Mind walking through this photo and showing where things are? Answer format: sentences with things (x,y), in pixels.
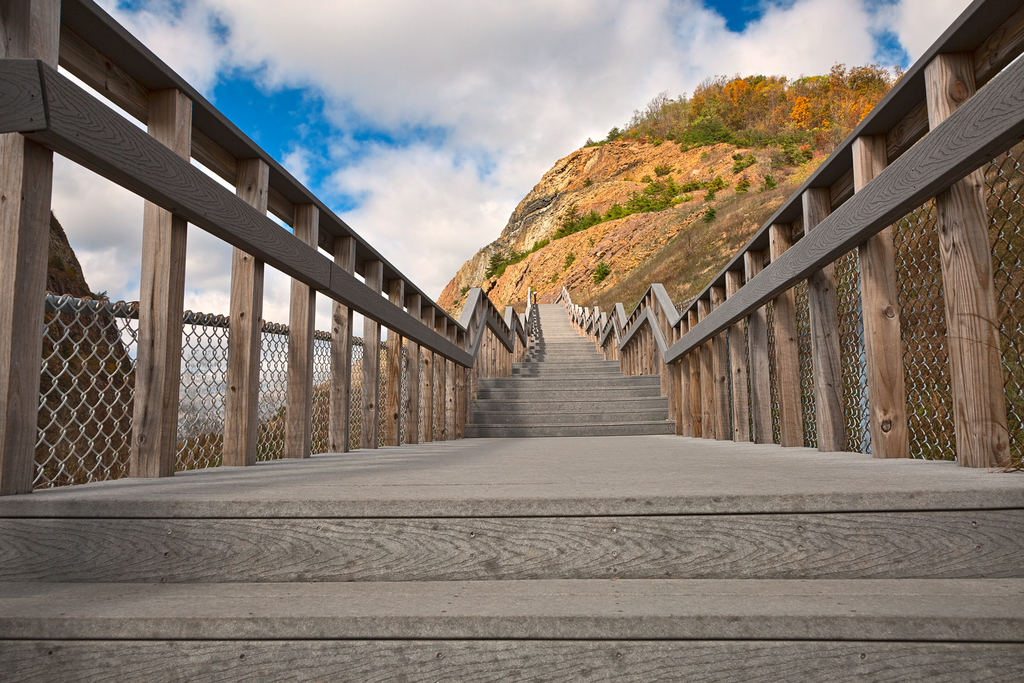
This picture might be taken from outside of the city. In this image, in the middle (549,342), we can see a staircase (624,476). On the right side (959,358), we can see a wood grill (981,320) and a net fence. On the left side (301,341), we can see a wood grill (440,318) and a net fence (219,412) and some rocks (72,273). In the background (603,199), we can see some trees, rocks (633,165), stones (656,215). At the top (333,73), we can see a sky (347,73).
